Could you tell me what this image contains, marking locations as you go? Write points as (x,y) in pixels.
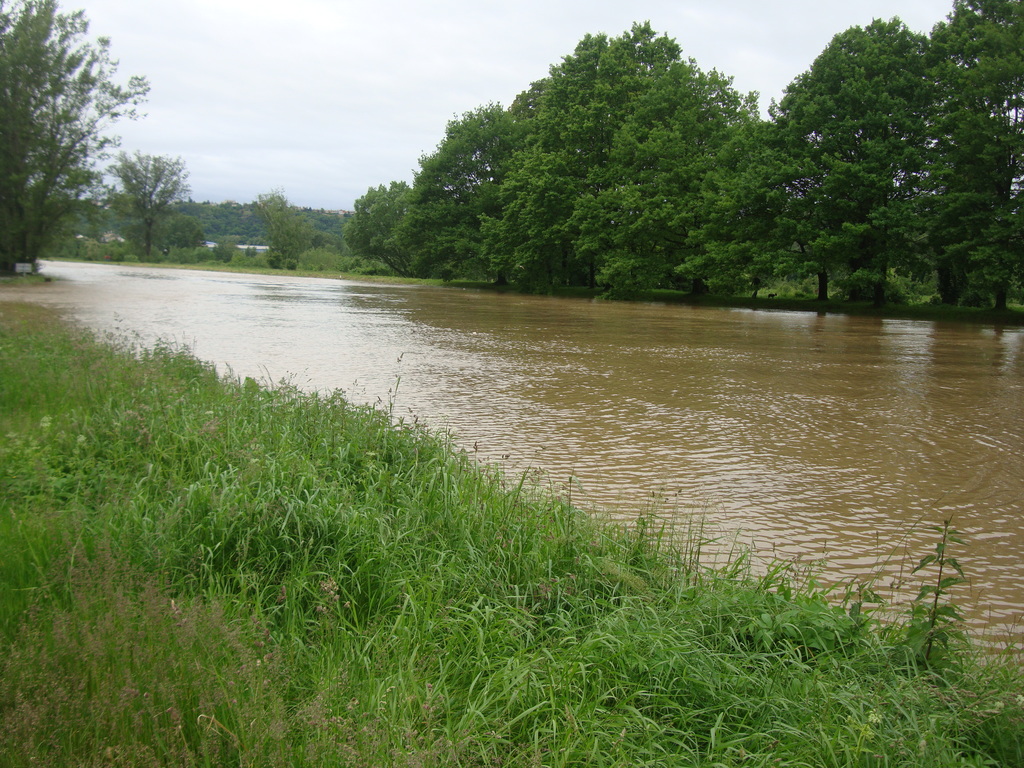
In this image we can see sky (308,63) with clouds (560,59), trees (520,214), grass (435,443) and a canal (506,403).
